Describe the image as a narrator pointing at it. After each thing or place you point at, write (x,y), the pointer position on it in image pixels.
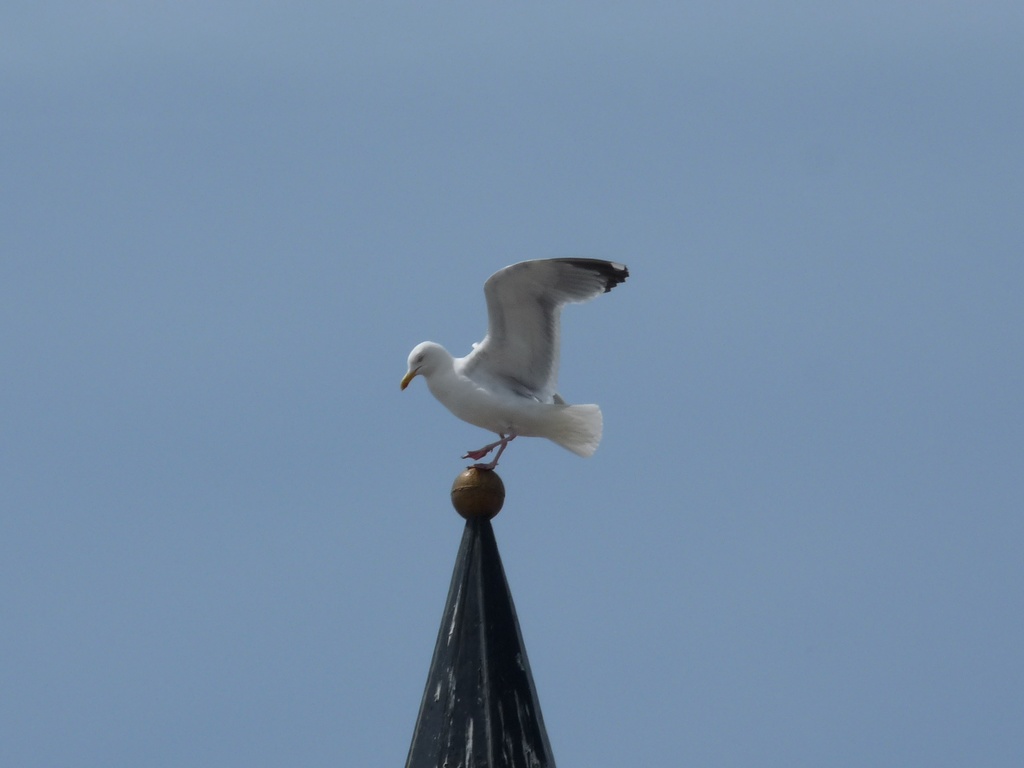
In the center of the image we can see one pole (503,595). On the pole (493,565) we can see one round object (476,470) and one bird (466,374), which is in white and black color. In the background (489,242) we can see the sky (489,242).
